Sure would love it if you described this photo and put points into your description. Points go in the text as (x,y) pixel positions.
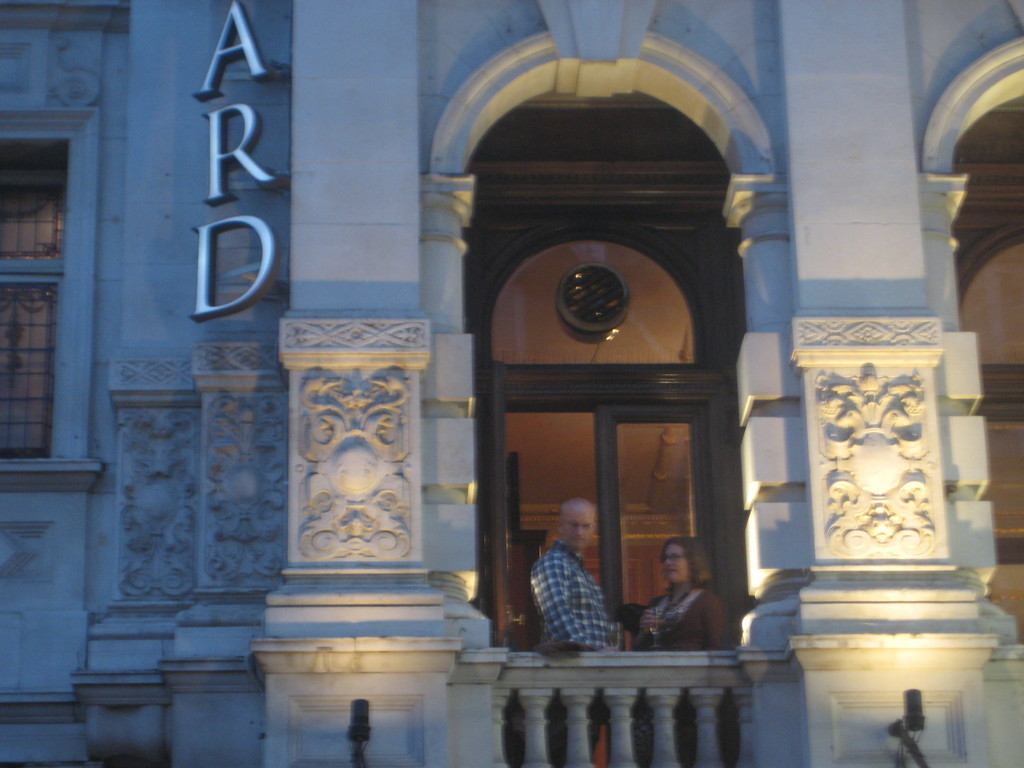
In this image I can see two persons (717,616) standing, background (690,473) I can see the glass door (694,489) and the building (331,404) is in white color.
